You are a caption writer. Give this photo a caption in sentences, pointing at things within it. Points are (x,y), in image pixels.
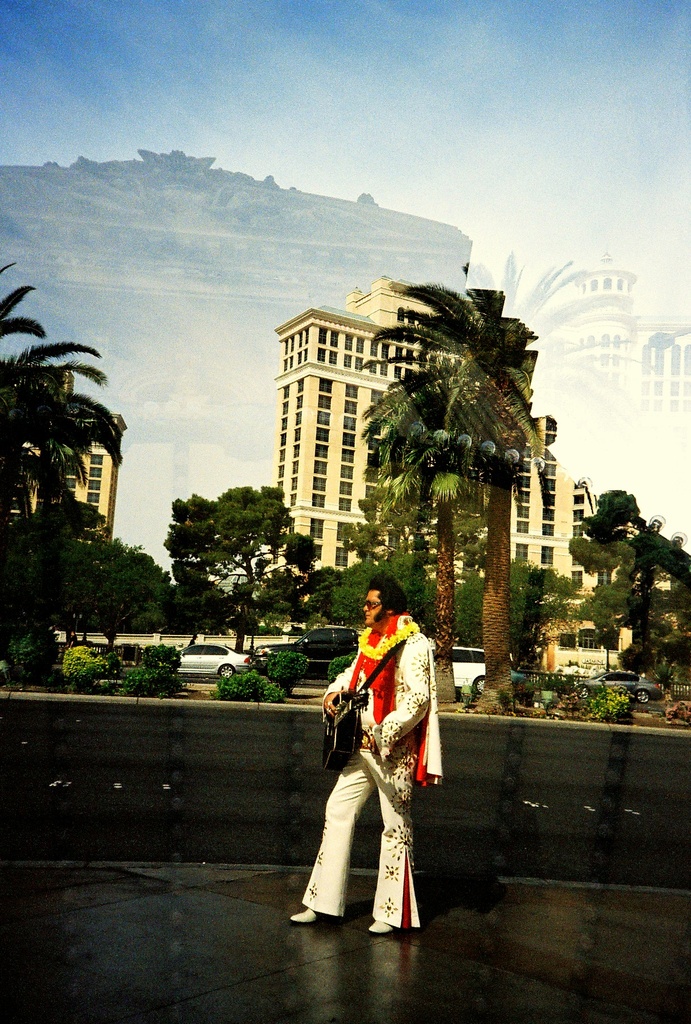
This is an outside view. In the foreground (381,742) I can see a man (411,759) wearing white color dress (401,844), holding a guitar (346,722) and standing and looking at the left side (11,612). At the back of this man (388,721) there is a road (249,746). In the background (259,613), I can see some cars (269,661) on the road (269,744), plants (148,670), trees (244,562) and also buildings (316,404). On the top of the image (432,53) I can see the sky (366,60).
